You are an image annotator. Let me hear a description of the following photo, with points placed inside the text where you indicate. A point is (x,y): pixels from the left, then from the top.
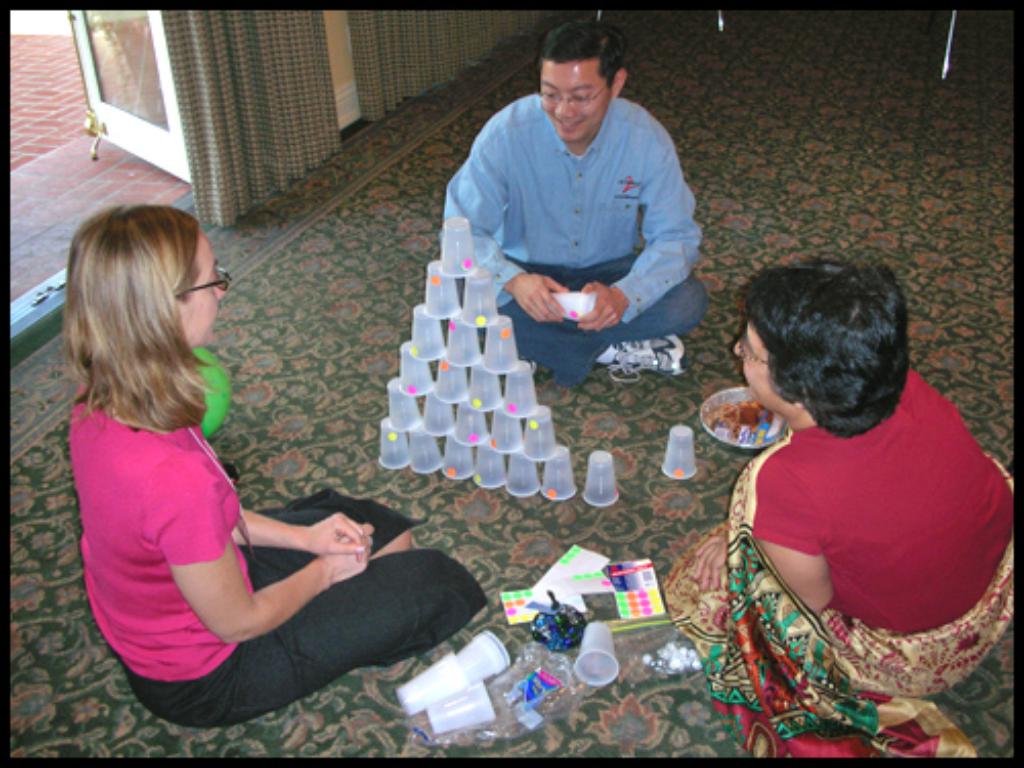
As we can see in the image there are curtains (384,43), door (161,44), three people (204,321) sitting on floor (560,434), glasses (545,465), book (632,593) and plate (713,401).
